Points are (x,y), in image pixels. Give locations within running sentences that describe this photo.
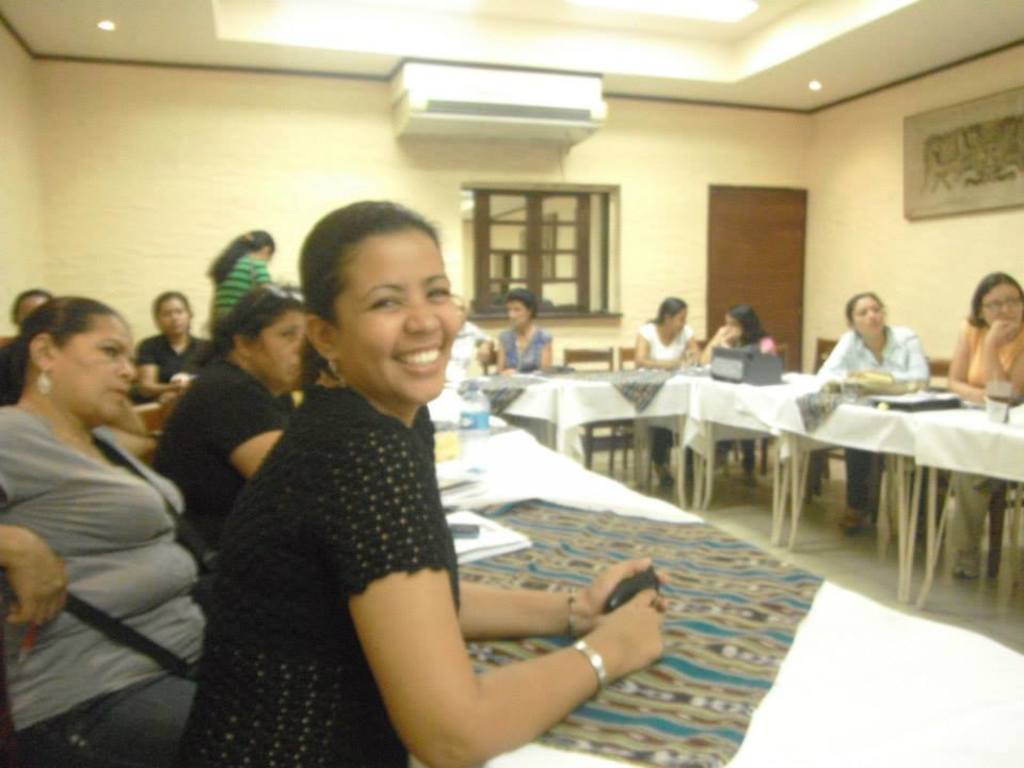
In this image we can see people (977,378) sitting. There are tables (733,580) and we can see objects (464,541) placed on the tables (672,407). In the background (213,235) there is a wall (188,256) and we can see a window (494,313). At the top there are lights (815,82) and we can see a frame (937,205) placed on the wall (935,245).
